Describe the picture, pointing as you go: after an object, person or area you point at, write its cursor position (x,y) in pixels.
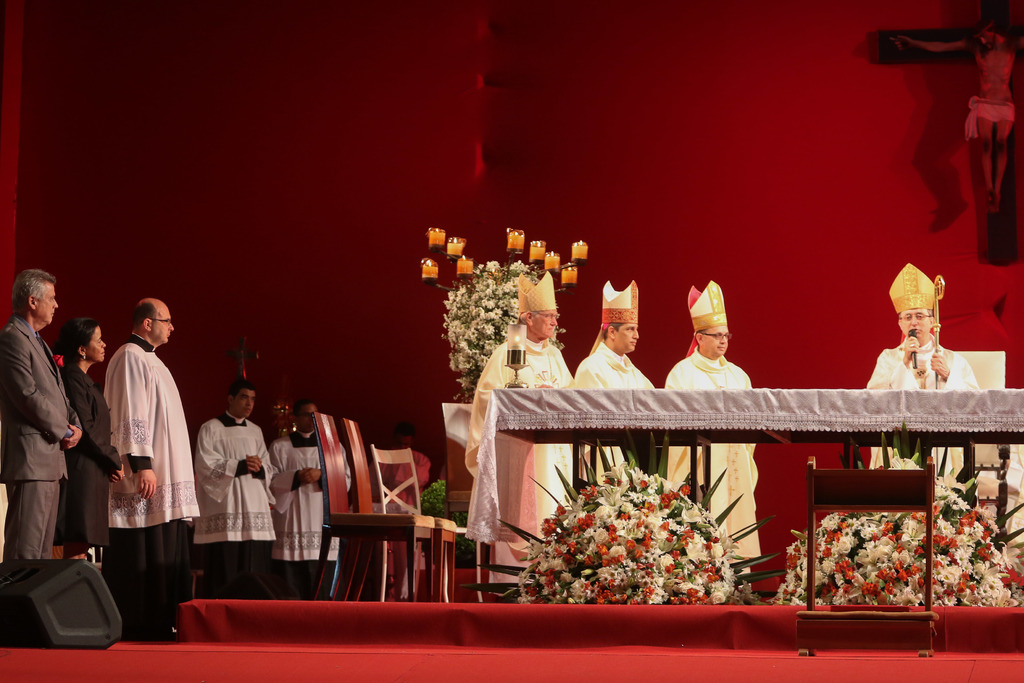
In this picture I can see four persons (604,338) standing, there are candles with the candles stands (513,381) on the tables (858,437), there is a person (910,385) holding a mike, there are group of people (89,370) standing, there are chairs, speaker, flowers (963,582), and in the background (989,139) there are holy crosses (998,204) on the wall (531,193).
